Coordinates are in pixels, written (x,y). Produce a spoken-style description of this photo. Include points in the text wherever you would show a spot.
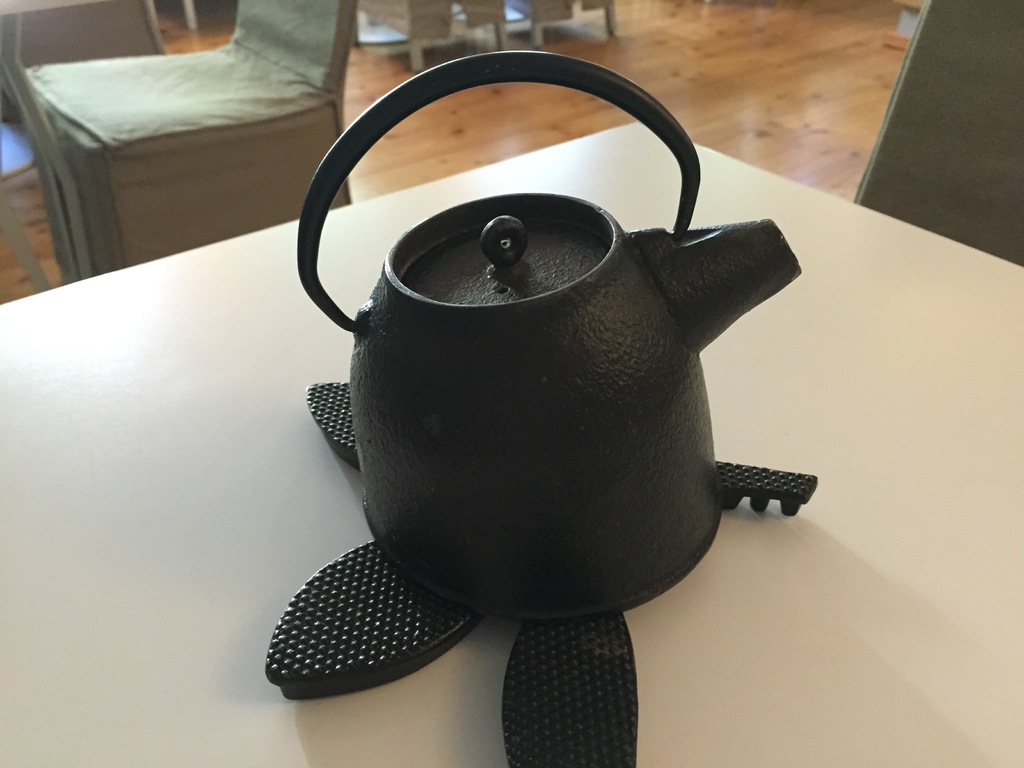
In this picture we can see a tea pot (602,457) on the platform (720,586) and in the background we can see some objects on the floor (382,184).
